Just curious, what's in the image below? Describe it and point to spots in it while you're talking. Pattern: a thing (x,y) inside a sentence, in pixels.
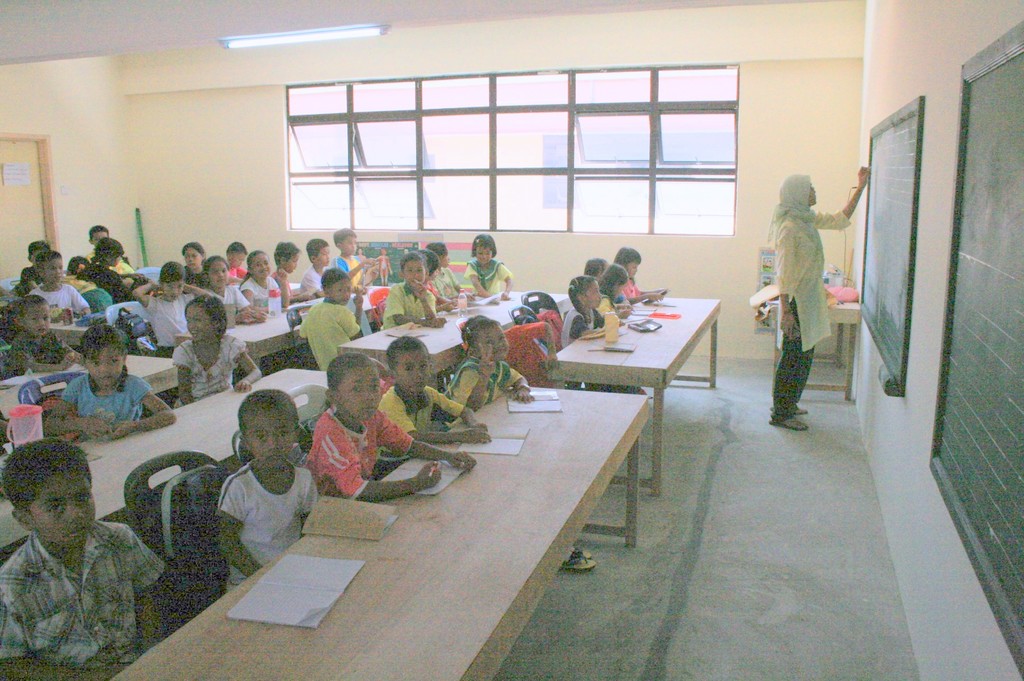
This Image is clicked in a classroom (489,493) where there is a blackboard (904,160) on the right side (888,242) and women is writing on that blackboard (889,227). There are Windows (506,199) in the middle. There is a light (300,40) on the top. There are tables (469,572) and chairs (312,386), on the table (344,622) there are books (387,522), water bottles (33,415) and on the chairs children (267,448) are sitting near that tables (440,504).
